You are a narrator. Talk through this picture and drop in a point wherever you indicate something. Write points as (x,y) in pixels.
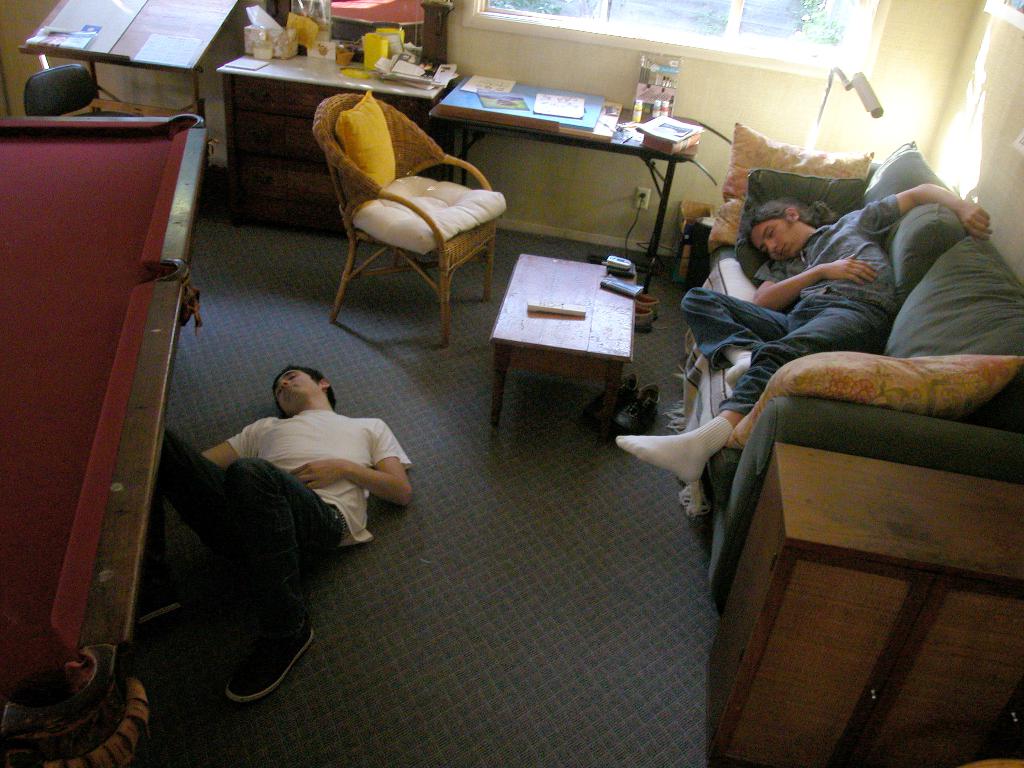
In this image there is a person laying in the couch (998,450), another person (160,571) laying in the carpet (416,332), the back ground (407,162) there is chair (398,131), pillow (390,171), table (527,277), books (654,134), light (823,102), and snookers board (78,553).
